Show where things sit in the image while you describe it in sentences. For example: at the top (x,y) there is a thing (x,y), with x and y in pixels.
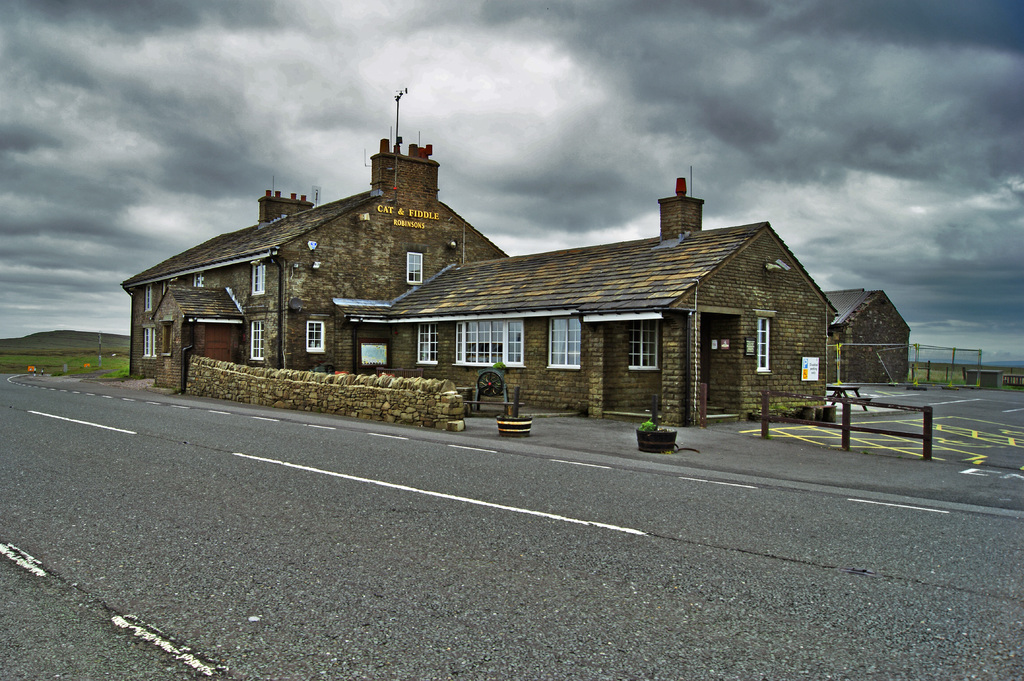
In this image, there are buildings (390,275) with the windows (411,256) and a name board (418,227). At the bottom of the image (387,507), I can see the road (510,602). In the background (145,239), there is the cloudy sky (640,143).
